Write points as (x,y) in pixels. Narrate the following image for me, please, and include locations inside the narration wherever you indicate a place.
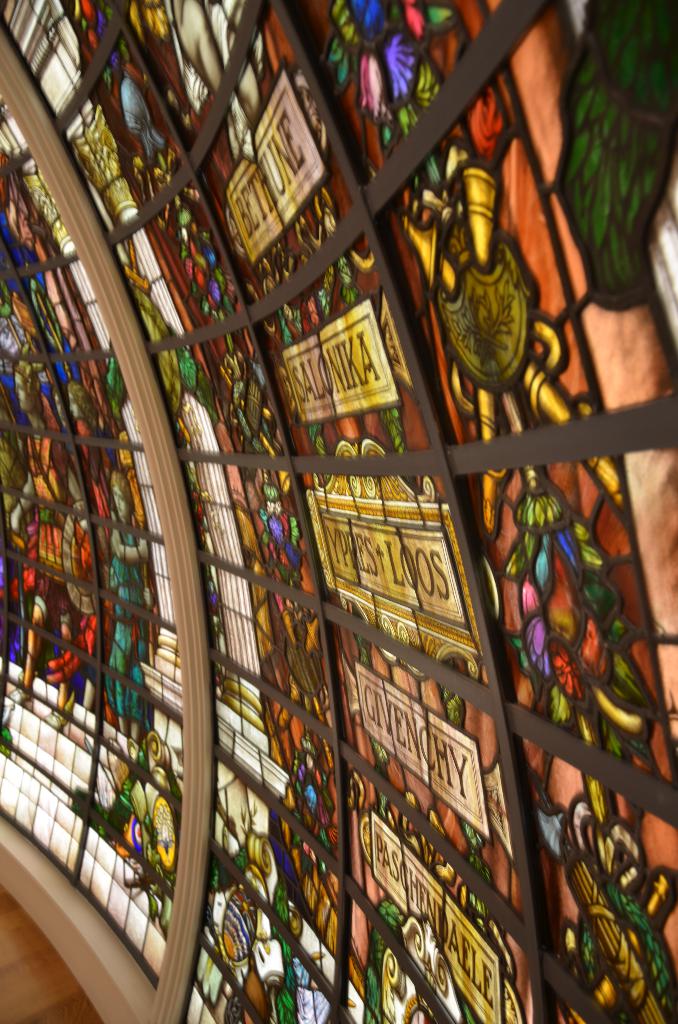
In this image we can see paintings (286,344) and decorations (492,742) on the windows (391,528).
